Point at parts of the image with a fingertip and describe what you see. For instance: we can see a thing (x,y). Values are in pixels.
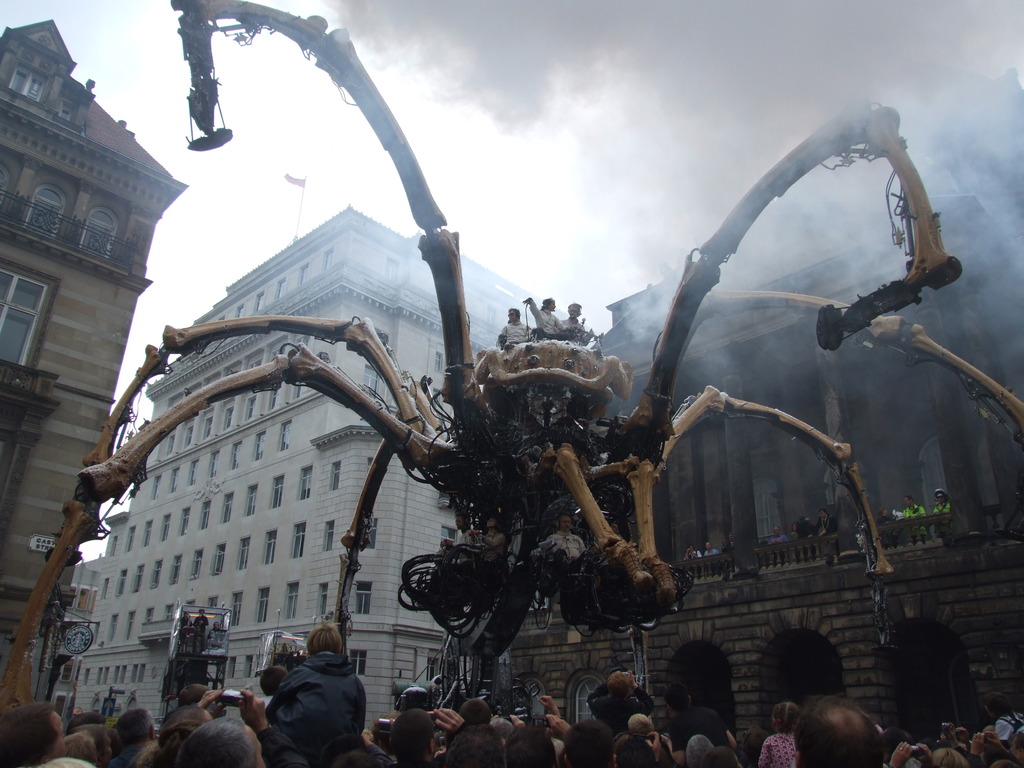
In the image in the center (598,439), we can see one giant robot (626,545). On the giant robot (612,511), we can see a few people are sitting. In the bottom of the image (482,705), we can see a few people (482,705) are standing and holding some objects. In the background (573,694) we can see the sky (589,261), clouds (589,128), buildings (57,292) and sign boards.
